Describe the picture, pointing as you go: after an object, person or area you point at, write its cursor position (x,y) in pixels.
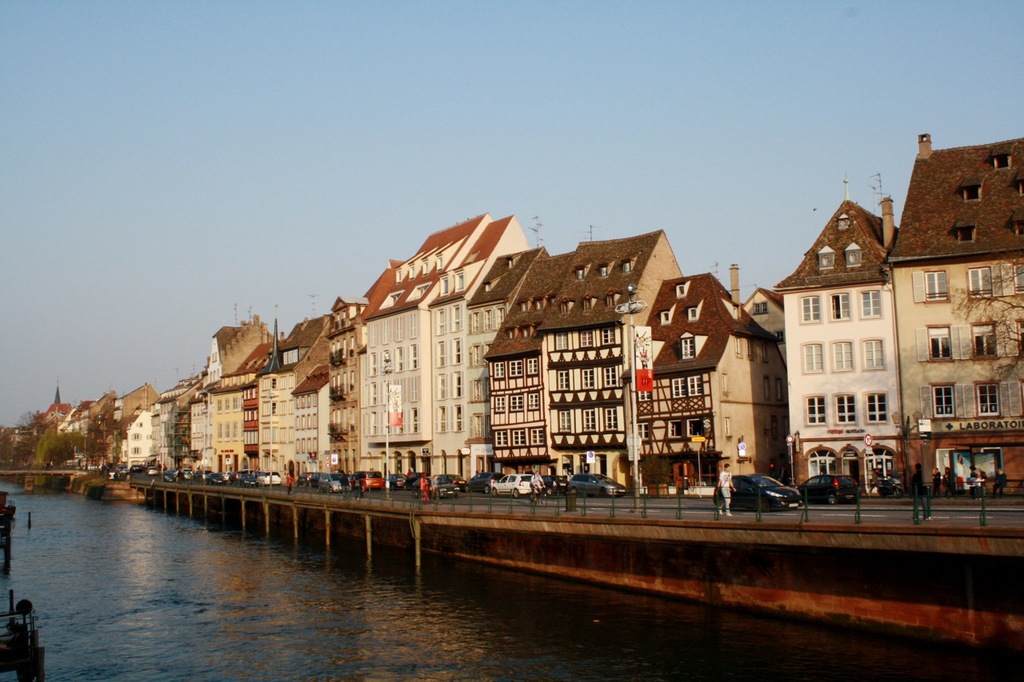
In this image I can see the boats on the water (219,624). To the side of the water (388,647) I can see many vehicles (515,491) and few people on the road (501,504). On both sides of the road (726,515) I can see the poles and boards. In the background (417,401) I can see many buildings (341,403) and the sky (509,64).
